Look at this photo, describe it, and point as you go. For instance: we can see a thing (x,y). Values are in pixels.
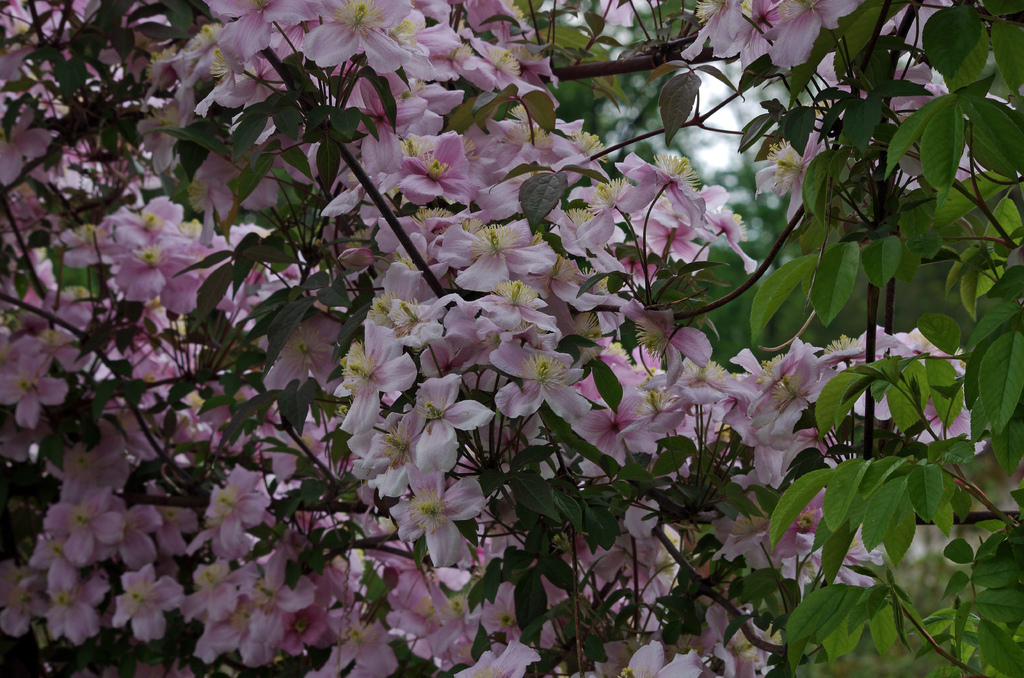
In this image, I can see a tree (658,555) with the flowers (394,359), which are light pink in color. These are the branches (691,123) and leaves (874,627).
